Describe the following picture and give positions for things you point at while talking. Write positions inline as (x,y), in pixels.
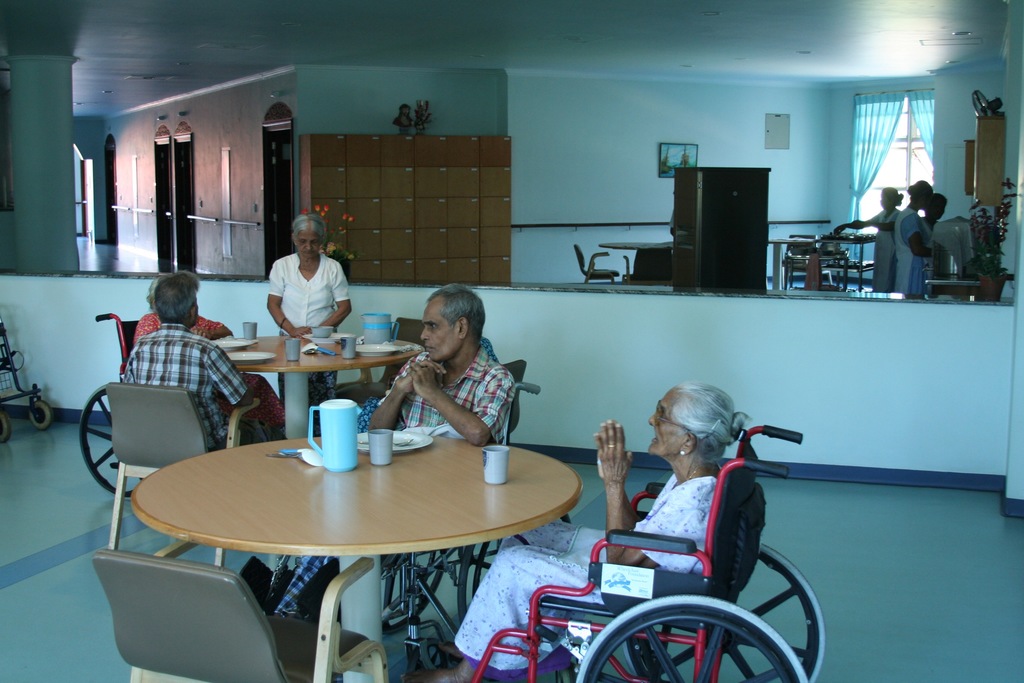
In this picture we can see some persons (465,402) where some are sitting on chair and some are standing and in front of them there is table (427,519) and on table (355,507) we can see jar (343,460), glass (375,438), plate (420,446), spoon (407,440) on it, box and in background (166,179) we can see wall (216,173), doors (273,169), cupboards (377,216), window (890,170) with curtain (883,120), three women (912,207) standing, flower pot (983,277) with plant (981,231) in it, fan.
